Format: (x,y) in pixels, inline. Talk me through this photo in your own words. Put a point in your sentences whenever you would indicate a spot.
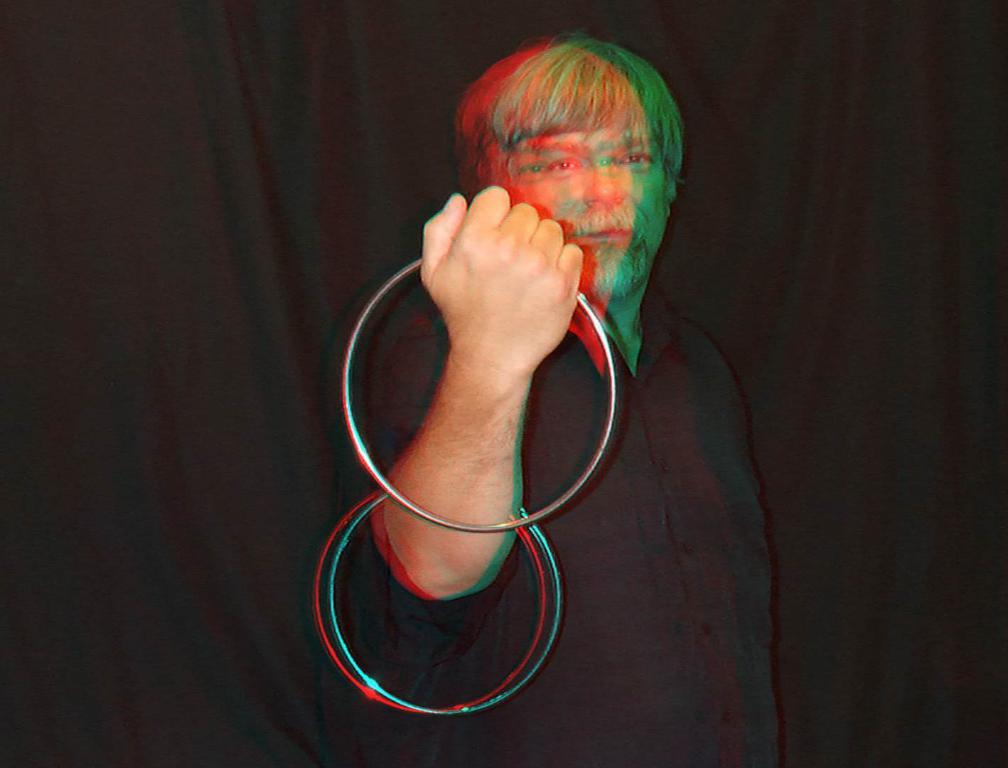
In this image we can see a person (673,447) holding metal rings (592,471) and a dark background (303,538).
